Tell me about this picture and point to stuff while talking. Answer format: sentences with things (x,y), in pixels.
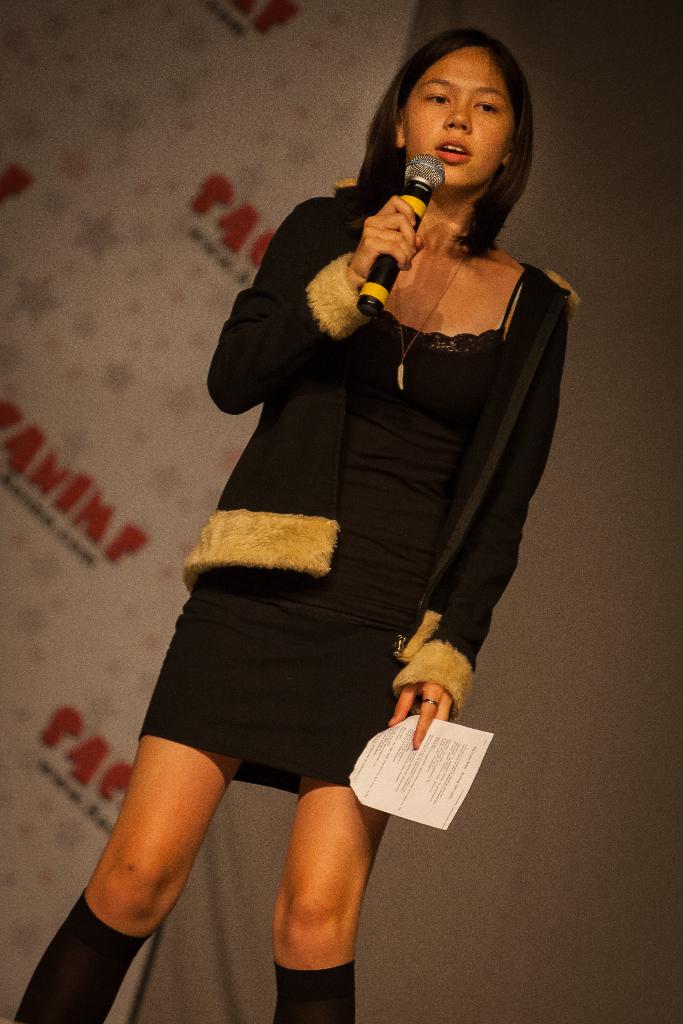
Here is the woman (336,615) standing. She wore black dress (344,556). She is holding a mike (371,313) and paper (454,728) in her hand (422,687). She is speaking on the mike (426,187). At background (163,410) this looks like a banner (171,173) which is white in color.
